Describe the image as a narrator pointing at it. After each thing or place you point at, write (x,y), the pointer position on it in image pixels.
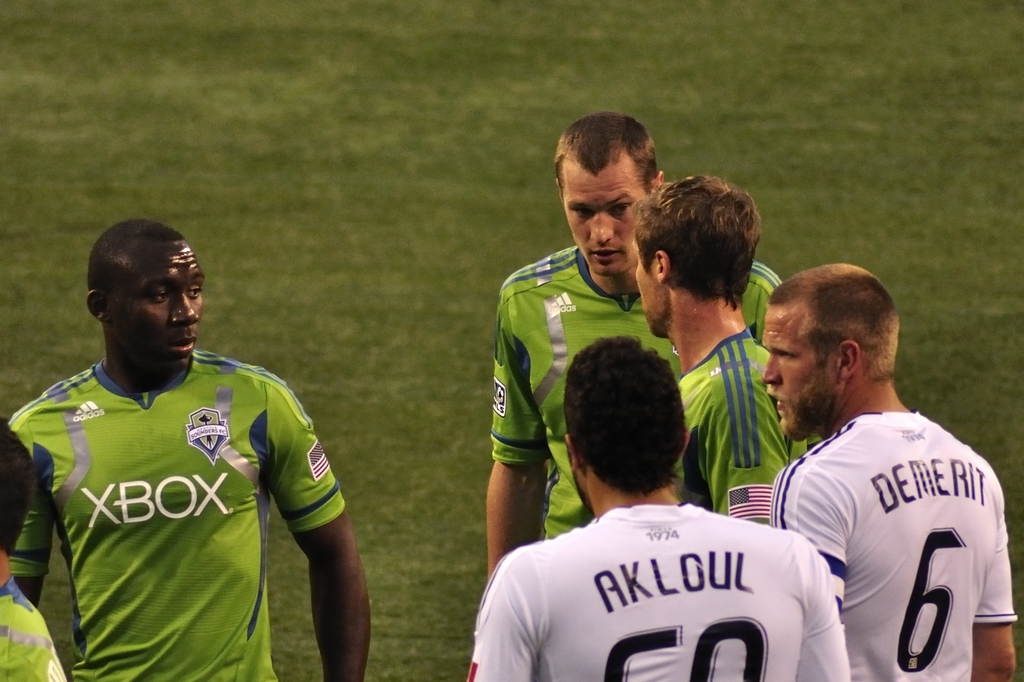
In this picture I can see there are a few people (565,304) standing in the playground (238,358) and they are wearing green and white jersey (690,676). There is grass (436,102) on the floor (335,53).
